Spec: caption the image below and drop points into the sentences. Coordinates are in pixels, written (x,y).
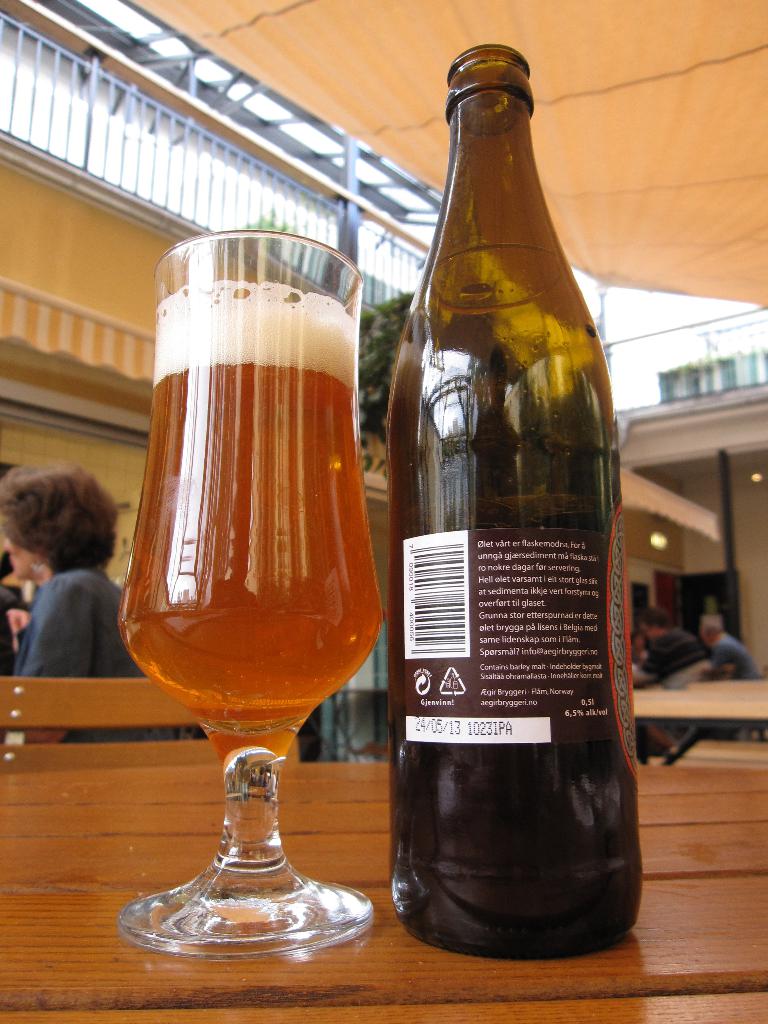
In this image there is a glass of beer (325,479), beer bottle (522,930) kept in a table (356,988), and in back ground (606,139) there are group of people (103,541) sitting, tent (609,83), building (693,532), lights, pole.
